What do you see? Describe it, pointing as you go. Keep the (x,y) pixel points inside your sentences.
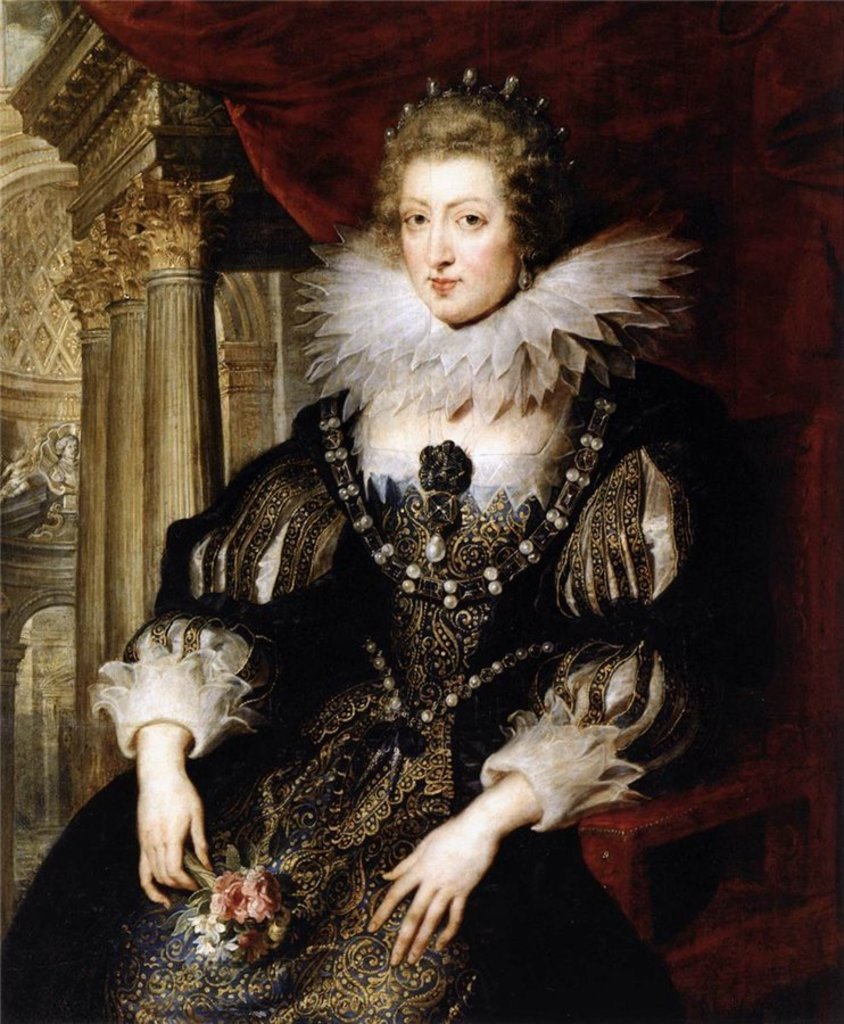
This picture shows a painting (663,336) of a woman (349,555) seated on the chair (785,889).
